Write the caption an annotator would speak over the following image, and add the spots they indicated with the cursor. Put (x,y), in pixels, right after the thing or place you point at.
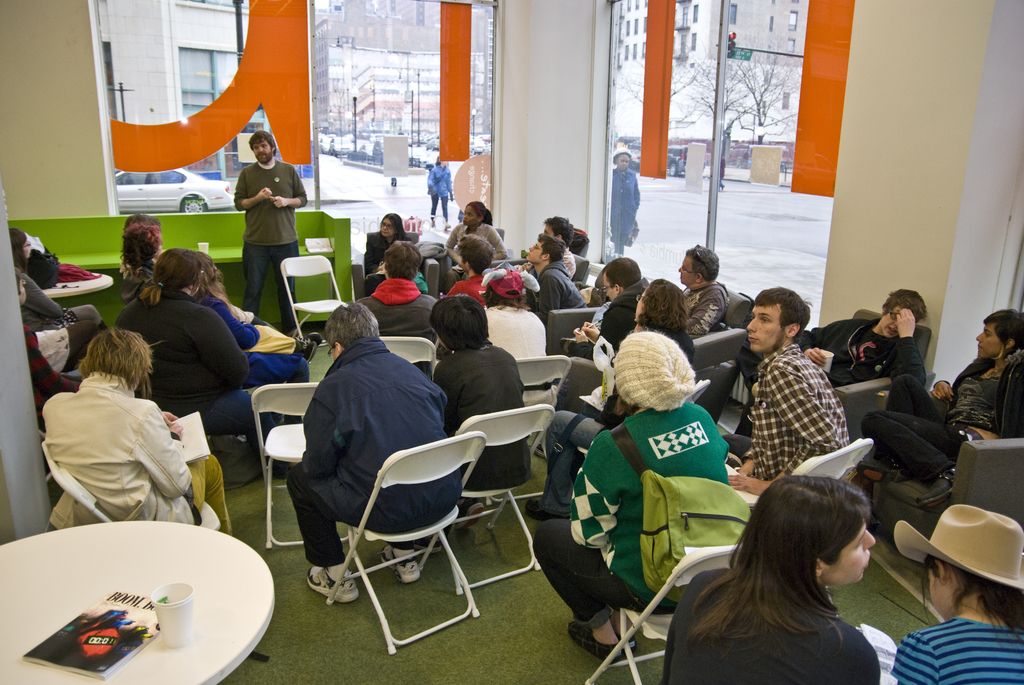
This Picture describe as a in side view of the class room (382,482) in which group of boys and girls (334,364) are sitting on the chair (478,416) and listening to the speech given by the man (294,182) who is wearing brown full sleeve t-shirt (282,190) and jean (287,254), behind we can see a glass (448,204) from which road (372,207), tree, signal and building (361,84) are seen through it.
